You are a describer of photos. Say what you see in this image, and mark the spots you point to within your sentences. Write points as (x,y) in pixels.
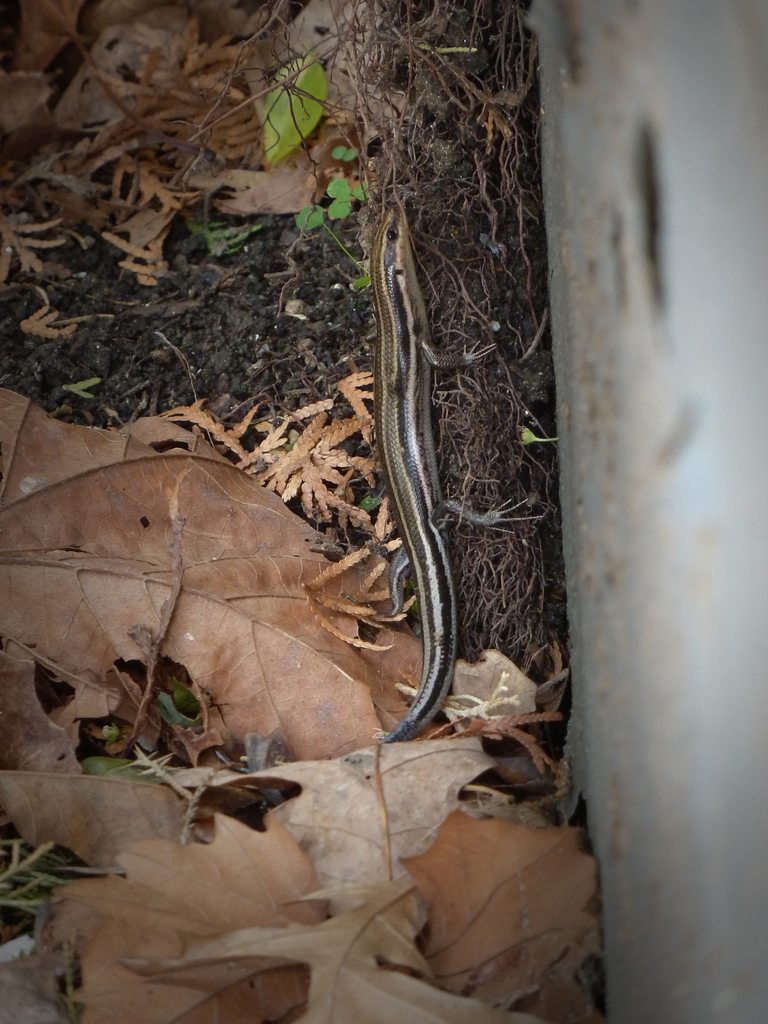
In this image I can see the ground (252,309), few leaves (221,171) on the ground (211,191) and a reptile (412,343) which is brown, black and white in color on the ground (451,296). To the right side of the image (711,393) I can see the white colored surface (647,398).
